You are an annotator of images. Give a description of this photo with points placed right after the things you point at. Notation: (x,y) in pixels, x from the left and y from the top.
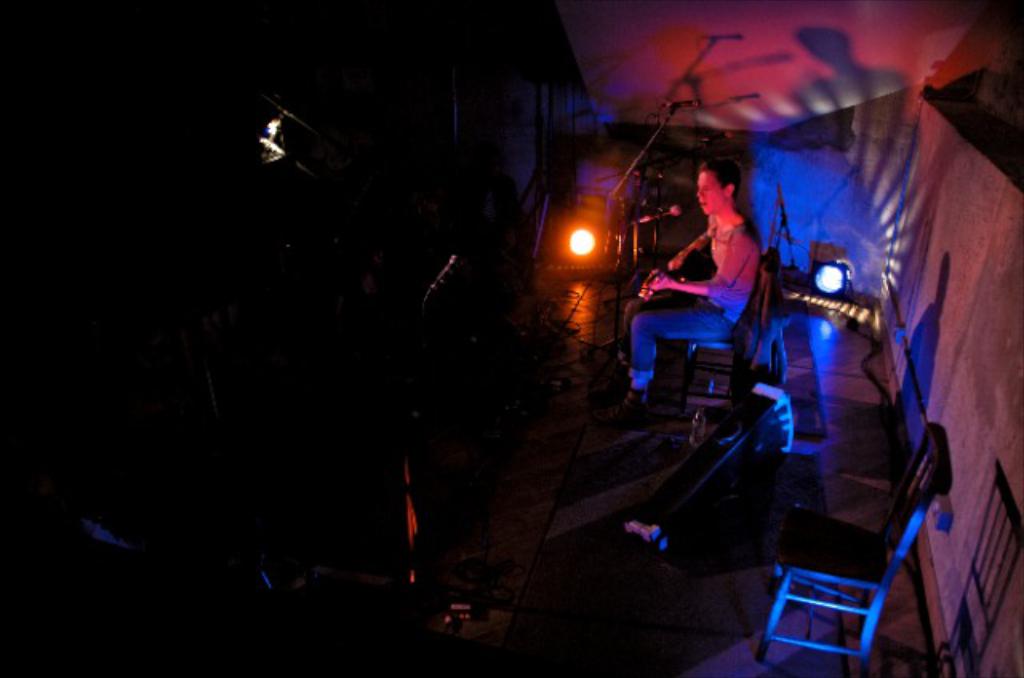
Here a man (657,326) is playing guitar (686,274) and singing on mic (666,216), around him there are musical instruments (664,523) and light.
